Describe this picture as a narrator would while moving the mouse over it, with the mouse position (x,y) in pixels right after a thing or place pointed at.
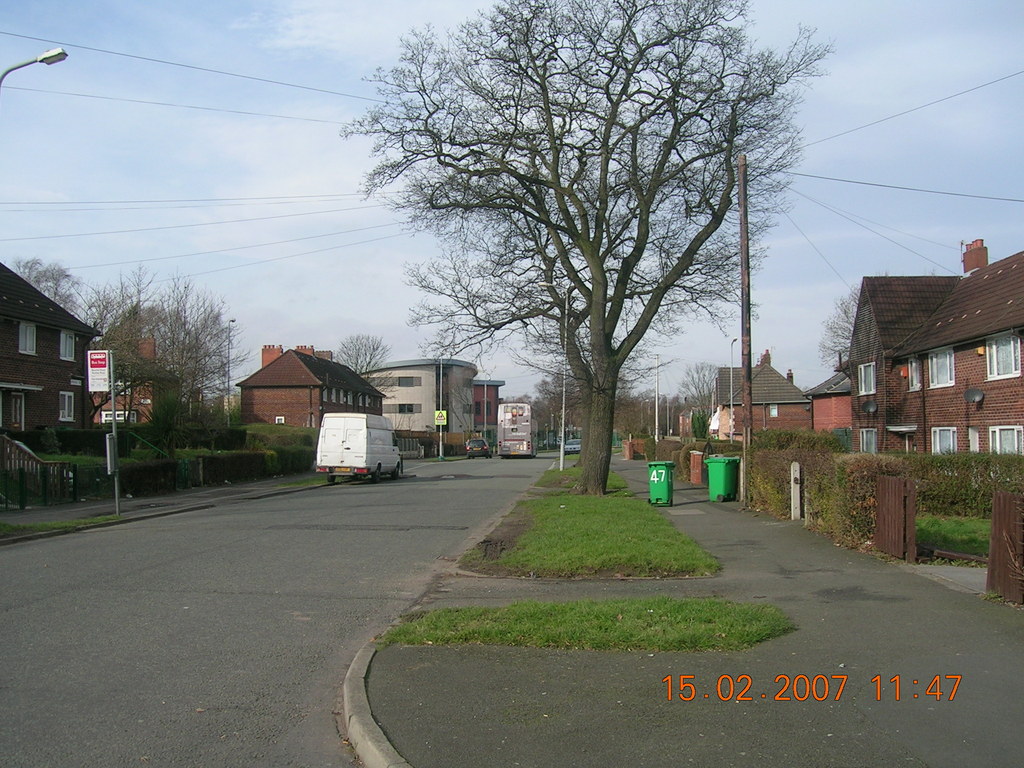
In the foreground of this image (450,567), there is a road (304,602) on the left (339,605) and a pavement (727,671) on the right (740,585). We can also see few dustbins (666,475), grass (636,503), trees (581,229), few vehicles (324,439) moving on the road (304,567), poles (667,417), buildings (247,402) and plants (166,414) on either side to the road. At the top (275,133), there are cables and the sky (303,20).
